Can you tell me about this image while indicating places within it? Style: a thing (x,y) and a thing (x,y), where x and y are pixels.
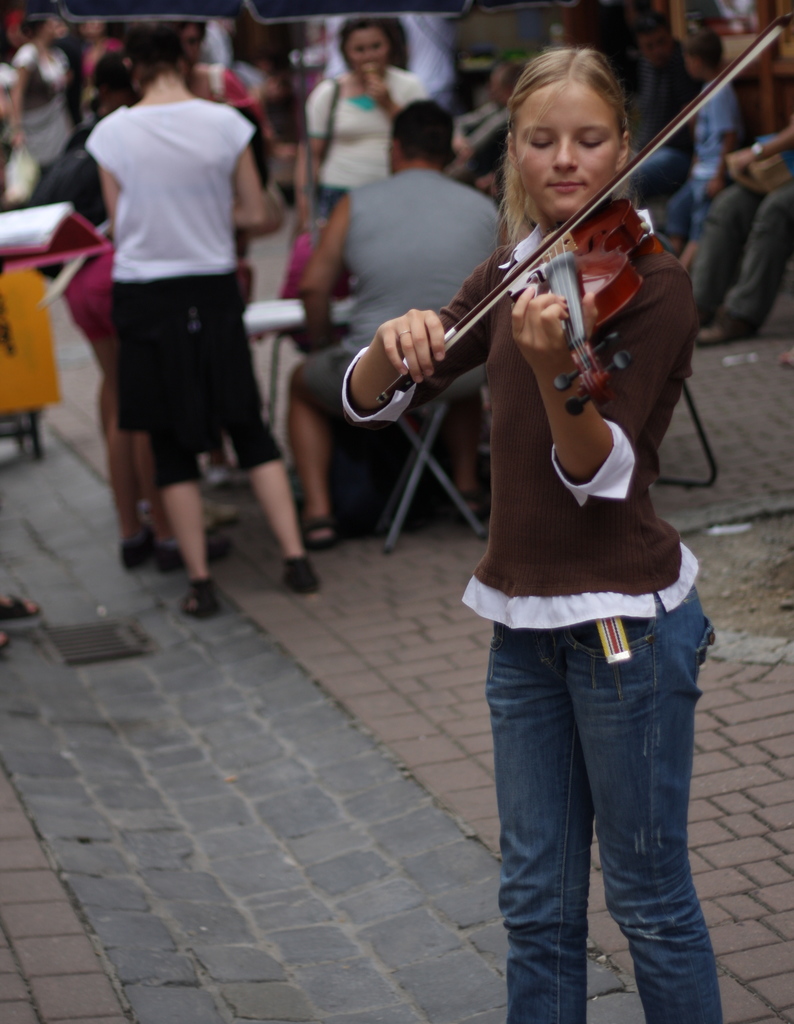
This is a picture of a girl (580,111) who is standing in the street (394,590) and playing a violin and at the back ground (146,44) there are some group of people (171,39) sitting and standing in the chair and there is a umbrella (488,4).
